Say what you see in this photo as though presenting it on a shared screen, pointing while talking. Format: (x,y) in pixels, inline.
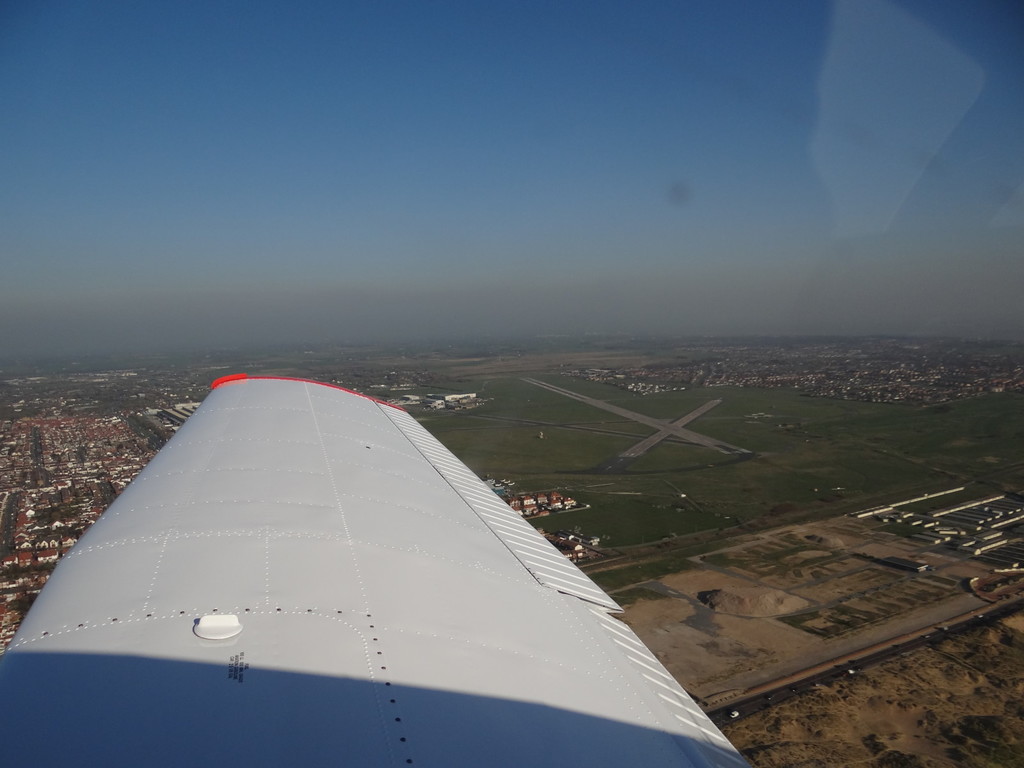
This is the picture of a white thing (338,454) in the air (515,302) and on the floor (466,411) there are some fields (820,524), houses (126,444), buildings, plants (786,462) and trees (346,372).
